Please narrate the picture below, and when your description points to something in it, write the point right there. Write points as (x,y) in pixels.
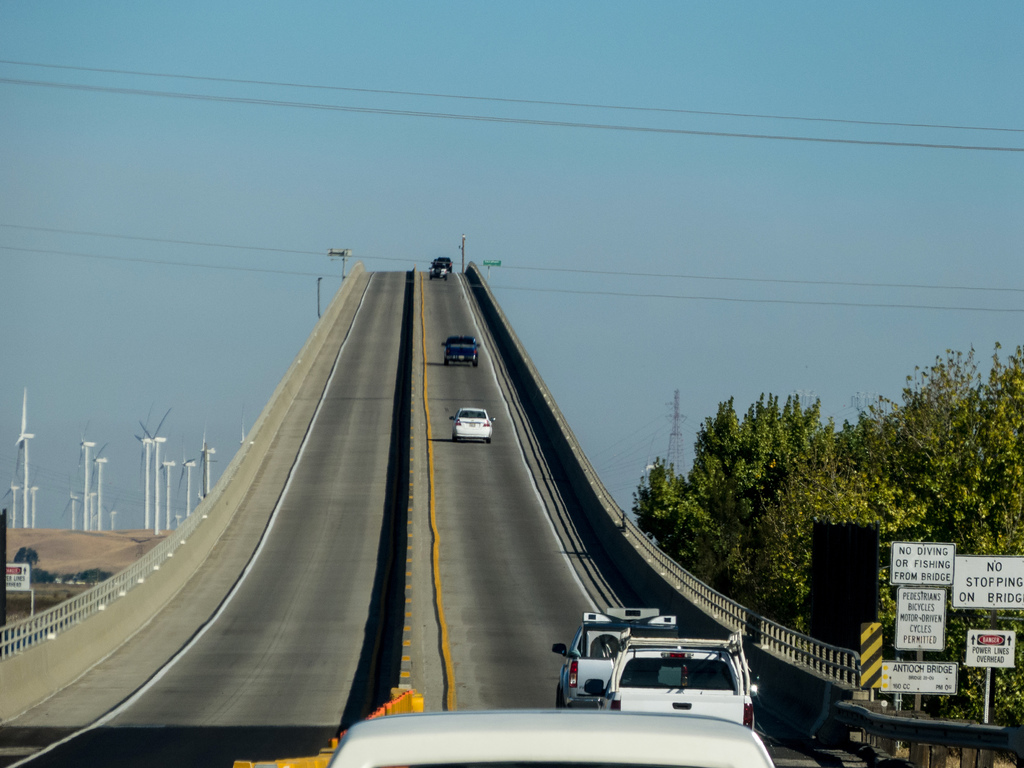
In this picture, we see a bridge (537,668). On either side of the bridge (537,668), we see the railing (860,668). At the bottom (580,734), we see the cars (575,668) moving on the road (487,678). In the middle (455,362), we see the vehicles (469,357) are moving on the road (425,514). On the right side (919,420), we see the trees (808,512), poles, power transformer (680,449) and the boards (919,602) in white color with some text (919,676) written on it. In the left bottom (99,577), we see the trees (86,575) and a board (20,575) in white color with some text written on it. Behind that, we see the sand (102,530) and the windmills (111,514). At the top (466,207), we see the sky (640,217).
